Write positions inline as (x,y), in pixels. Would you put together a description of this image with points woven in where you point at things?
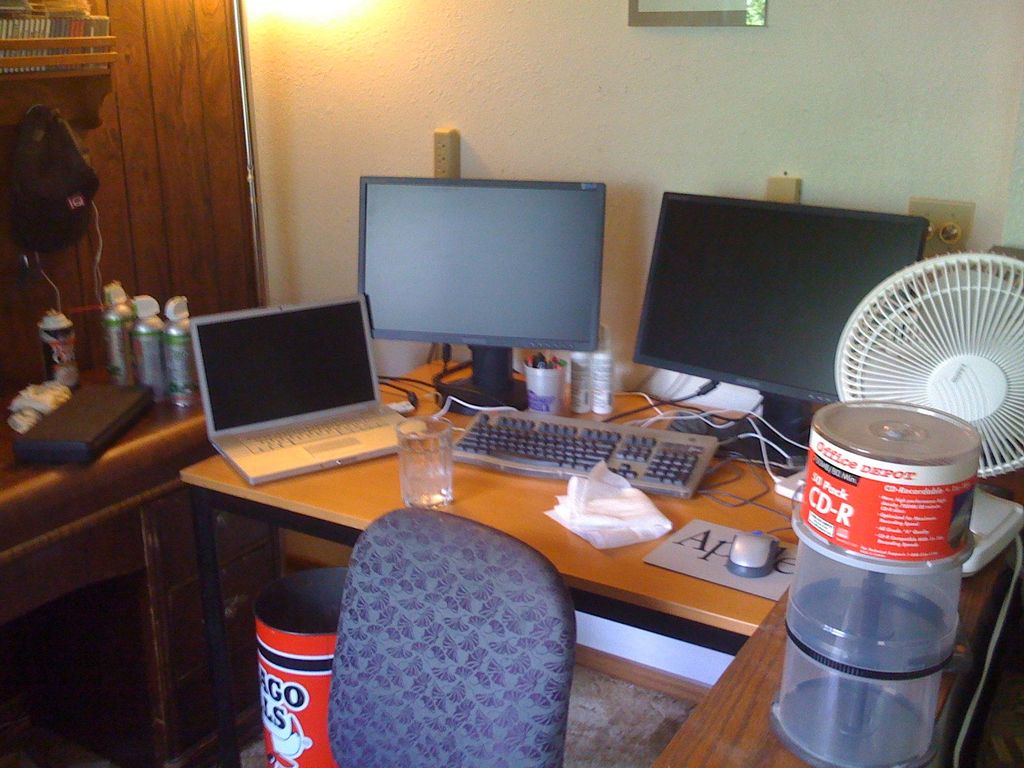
In the center (499,499) we can see the table (578,547) on the table (576,565) we can see monitors (522,291) and keyboard (566,443) etc. In the front (489,697) bottom there is a chair (431,674), coming to the left corner (86,464) we can see another table (99,466). On the table (153,407) they were some objects (108,397). And coming to the right side (985,383) we can see table fan (946,383). Coming to the background (619,84) we can see the wall (555,87).
